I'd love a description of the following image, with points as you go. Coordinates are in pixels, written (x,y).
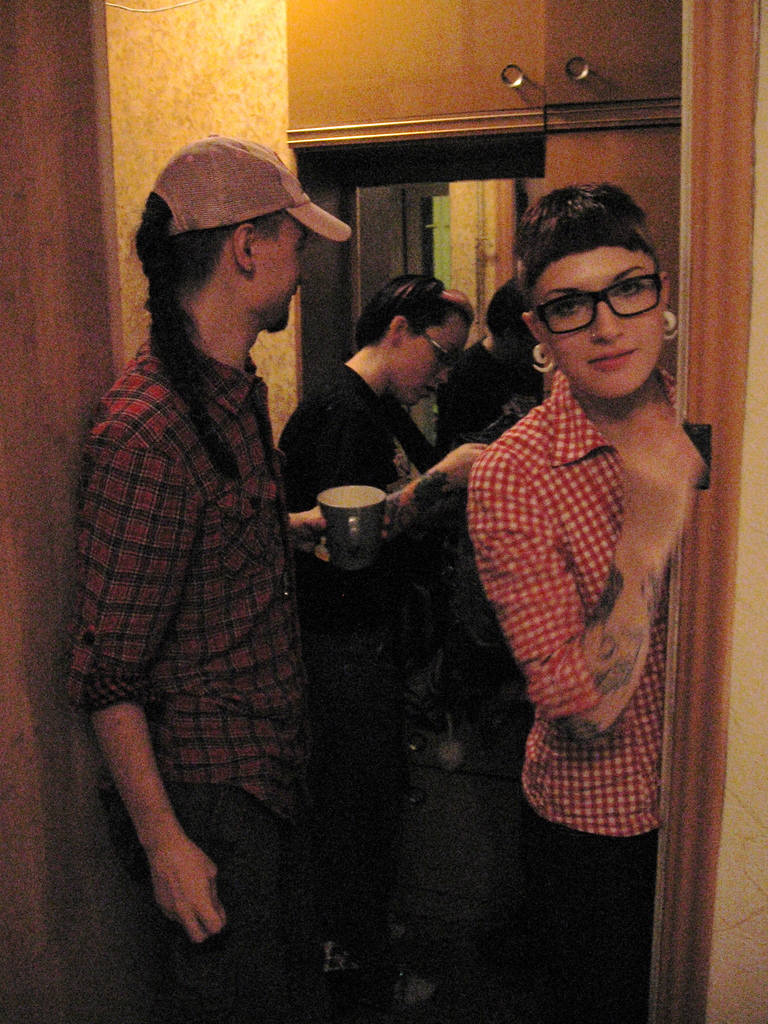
In this picture we can see three people (151,768) standing where a woman (592,693) wore a spectacle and smiling and a person (280,582) wore a cap (284,171) and holding a cup (347,497), mirror (405,271), wall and some objects (480,704).
